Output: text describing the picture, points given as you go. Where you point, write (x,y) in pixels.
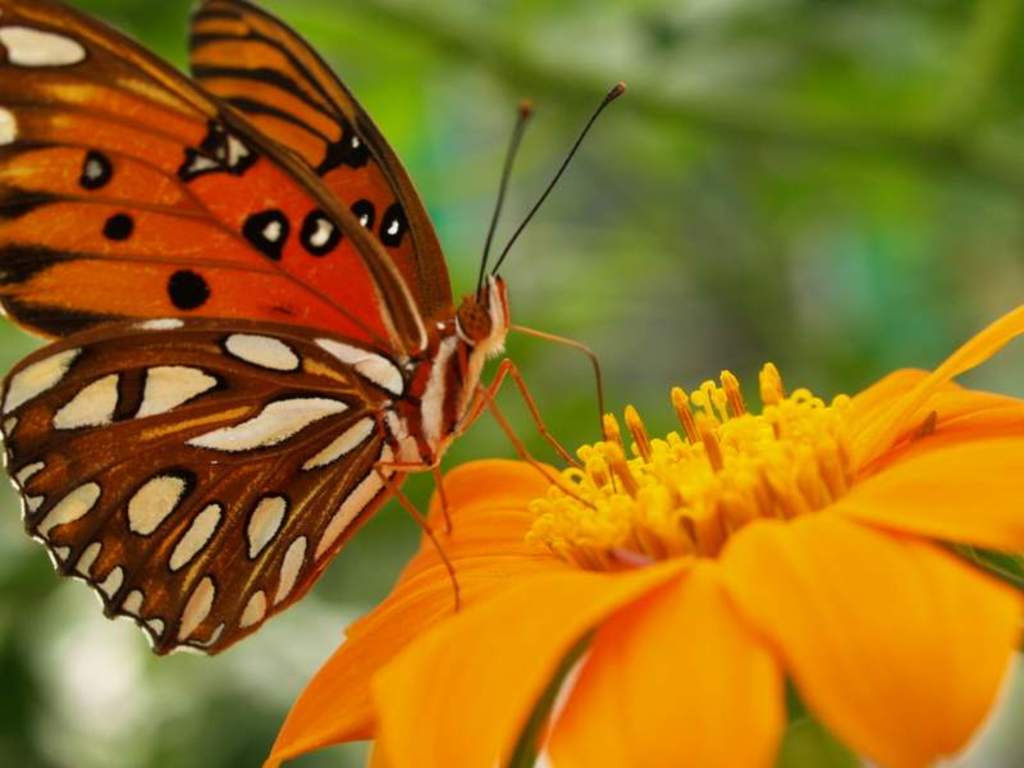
In this image, we can see a butterfly (364,490) on a flower (759,450) and the background (901,85) is blurred.
